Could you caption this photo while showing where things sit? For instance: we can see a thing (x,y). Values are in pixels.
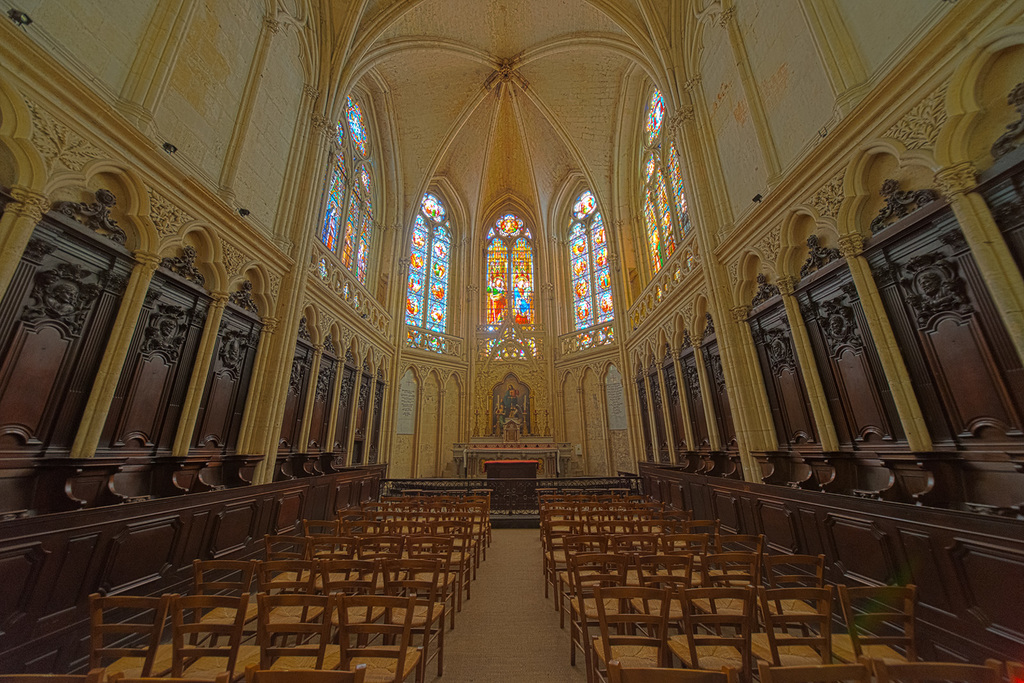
This picture is taken inside the room (740,476). In this image, on the right side (734,619), we can see some chairs (730,590). On the left side (325,639), we can see some chairs (320,649). On the right side (746,361), we can see a pillar (792,303). On the left side (267,358), we can also see a pillar (113,370). In the background (536,346), we can also see a glass window (506,313), sculptures (938,295). At the top (494,82), we can see a roof (543,203).
